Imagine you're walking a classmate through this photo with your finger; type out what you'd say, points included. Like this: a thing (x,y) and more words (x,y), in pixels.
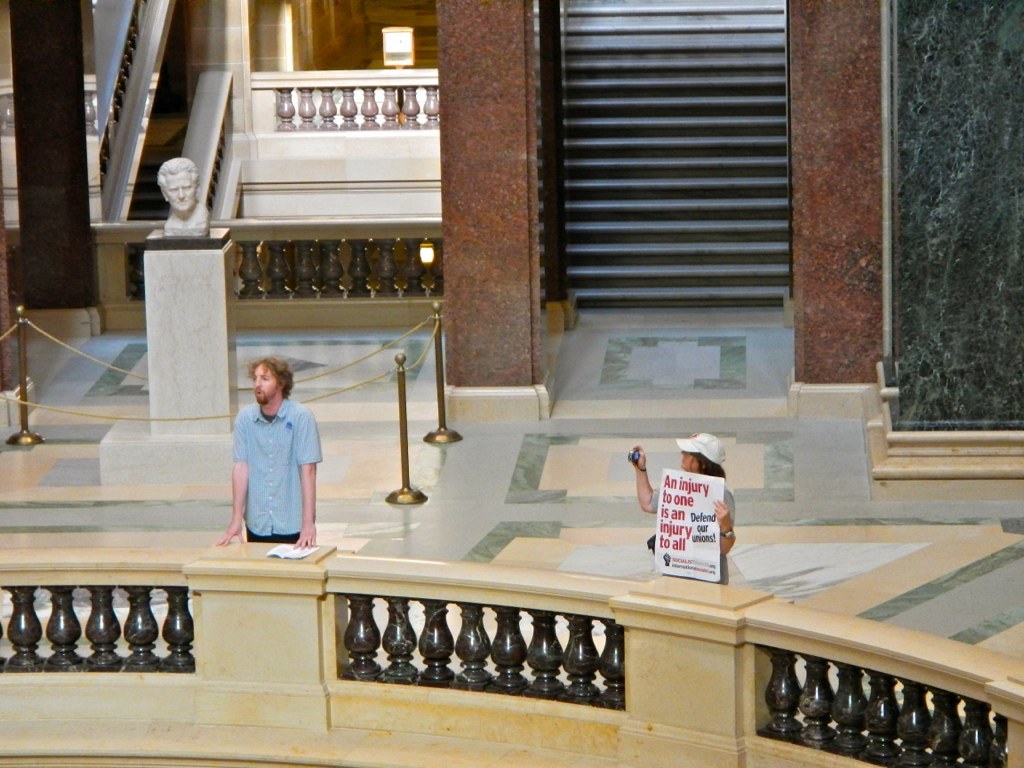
In this picture we can see the pillars (817,172), railings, light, metal panel (679,151) and objects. We can see a sculpture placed on a pedestal (168,262). We can see the poles (441,427), ropes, book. We can see a man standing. We can see a person (720,518) wearing a cap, wrist watch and holding a poster (668,471), camera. We can see the floor (53,356).
